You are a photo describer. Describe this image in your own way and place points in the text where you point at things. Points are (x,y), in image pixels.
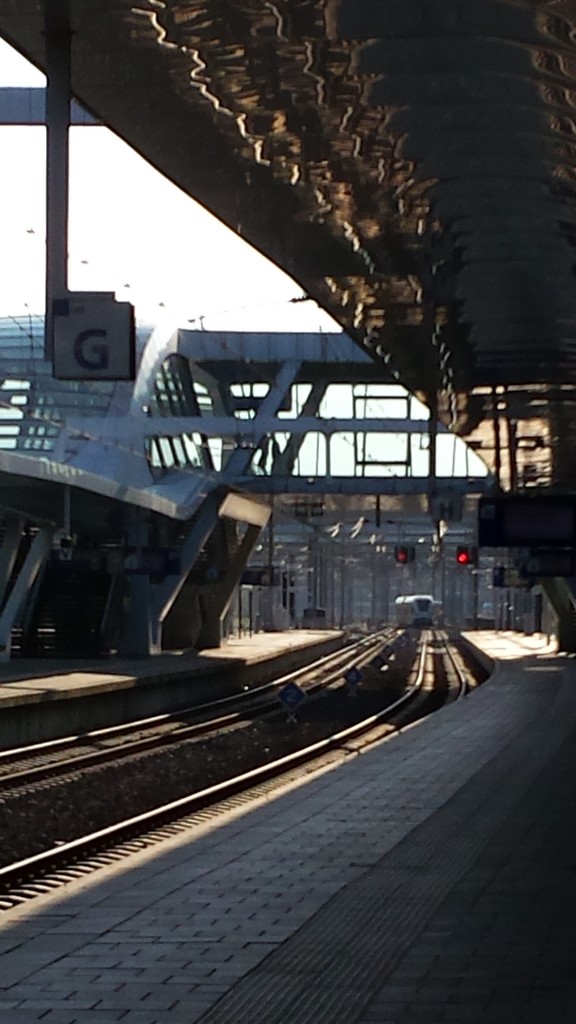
This picture is clicked in the railway station (291,639). At the bottom of the picture (268,768), we see railway tracks (264,709). On the left side (167,437), we see a staircase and a bridge (153,406). At the bottom of the picture (343,919), we see a platform (443,898). In the background (416,601), we see a train (410,615) moving on the tracks (427,649). We even see traffic signals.
